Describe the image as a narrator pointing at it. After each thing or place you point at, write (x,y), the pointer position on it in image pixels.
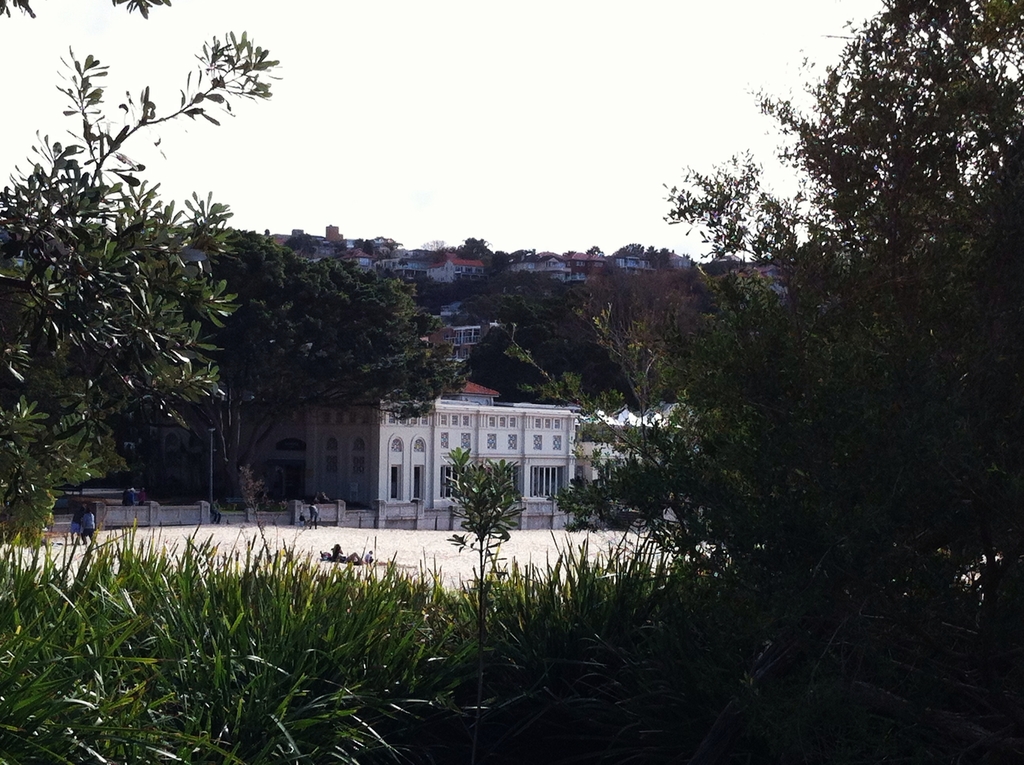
At the bottom of the image (650,675) we can see the grass (200,655). There is a tree (879,328) on the right side of the image (832,547). In the middle of the image (416,474), we can see a building (380,446). Background of the image (482,280), trees (481,299) and buildings (625,267) are present. There is a plant (43,302) on the left side of the image (43,503). We can see the sky (561,110) at the top of the image (284,107).
